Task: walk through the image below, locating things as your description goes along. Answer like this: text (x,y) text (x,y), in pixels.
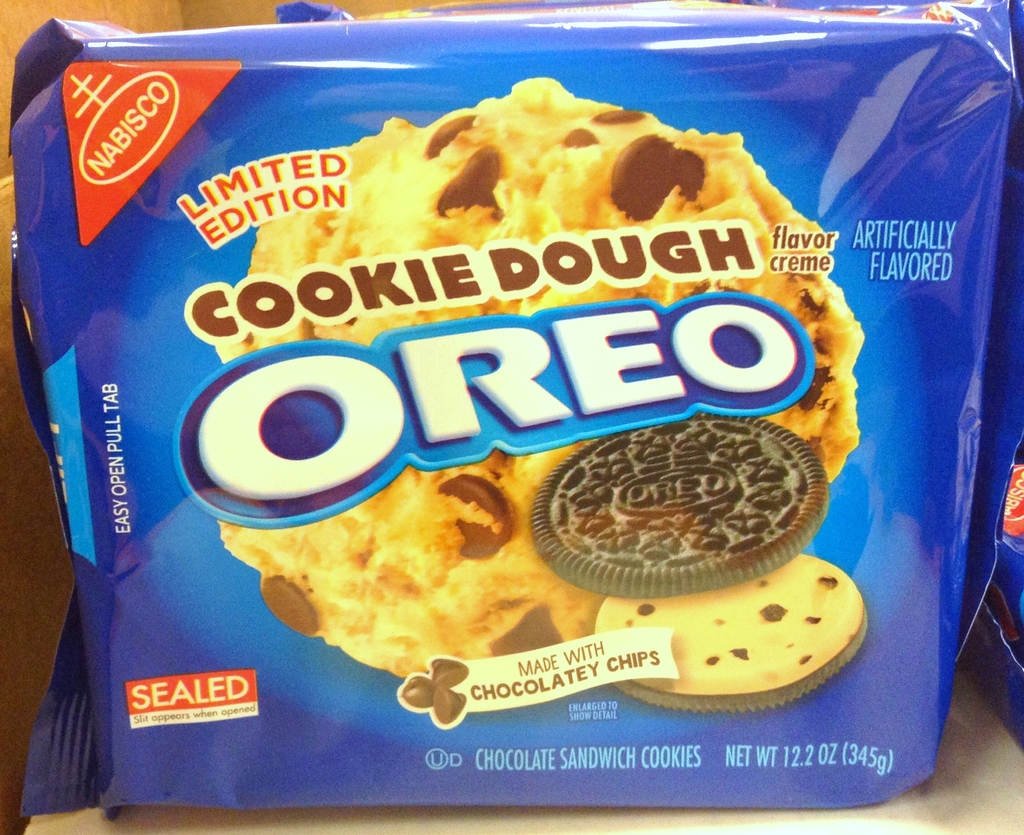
It is a zoomed in picture of a Oreo biscuit packet (669,575) and the packet (533,801) is placed on the surface (913,816). We can see the picture (741,490) of a biscuit (771,569) and we can also see the text (222,181) on the packet (721,237).
